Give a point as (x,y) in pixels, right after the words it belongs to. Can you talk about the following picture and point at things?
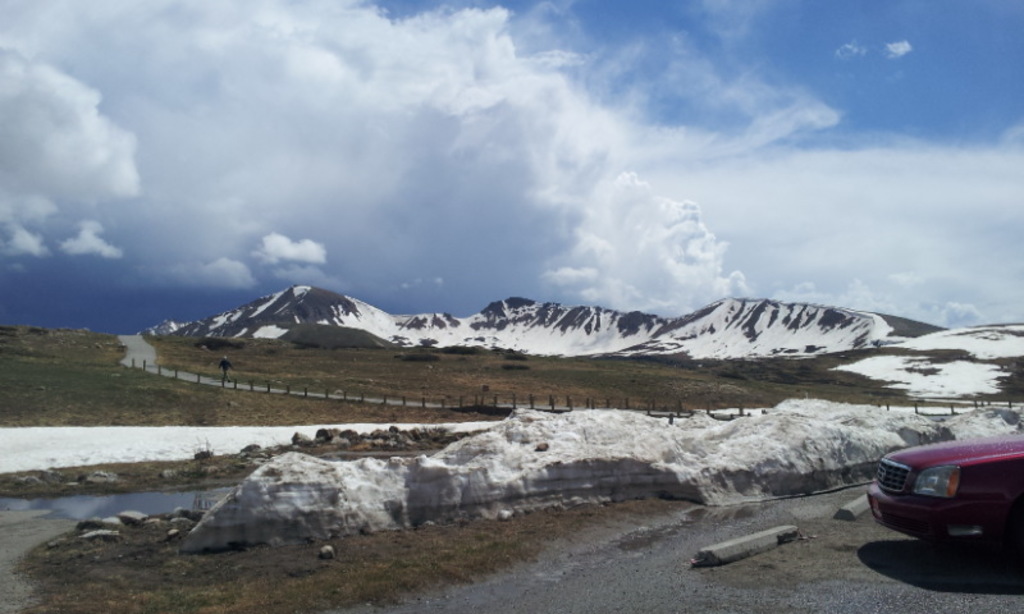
In this picture we can see a vehicle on the road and in the background (589,235) we can see mountains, sky (399,212).
